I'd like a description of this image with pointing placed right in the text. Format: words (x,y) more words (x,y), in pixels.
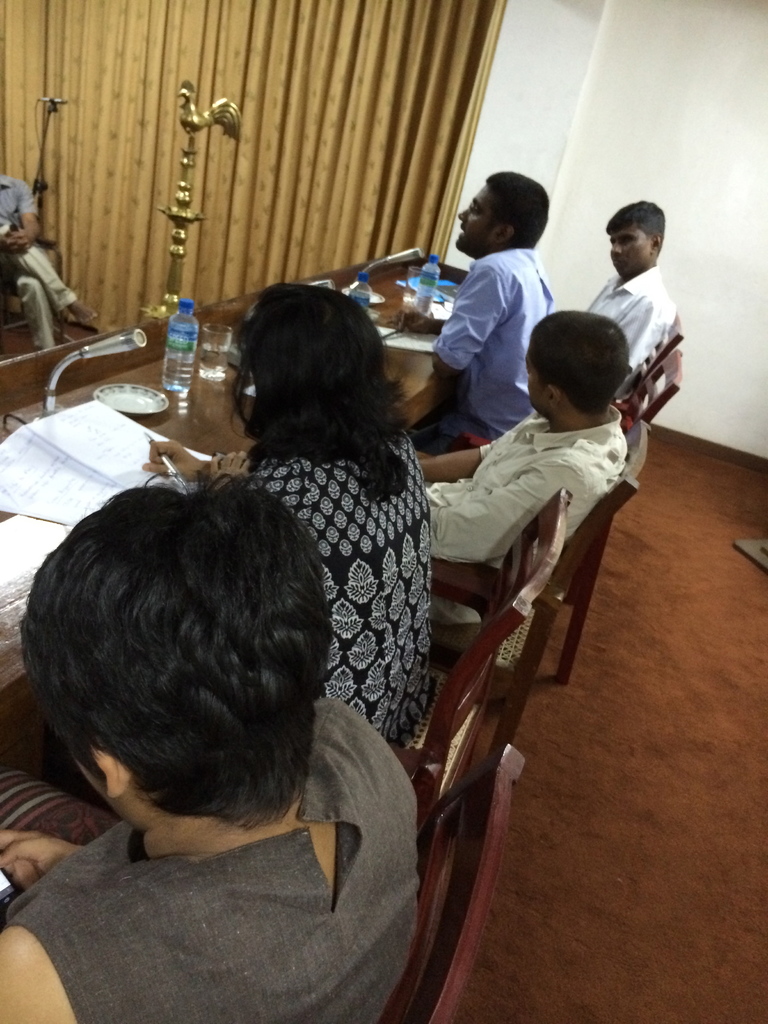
in the picture we can see people (281,440) sitting on the chair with some papers (133,455) on the table (17,409) which are in front of them.
